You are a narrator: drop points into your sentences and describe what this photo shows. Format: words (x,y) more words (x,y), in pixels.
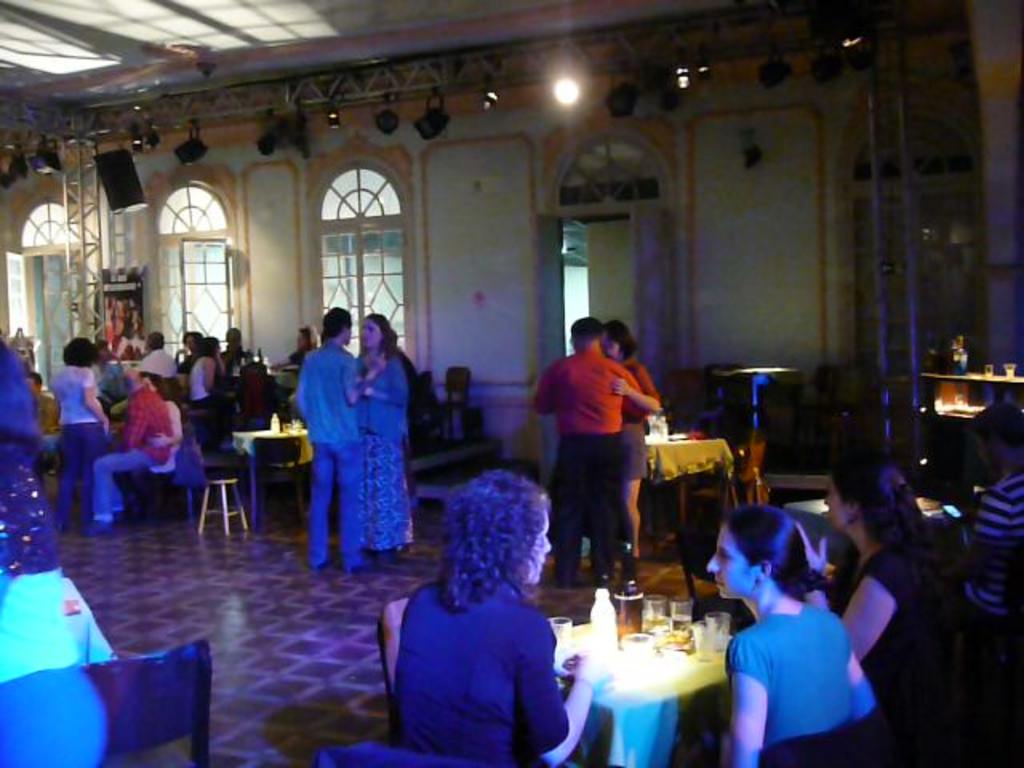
In this image, there are group of people (325,404) inside the building (407,150). There are three persons (766,517) at the bottom of the image (585,695) wearing clothes (557,728) and sitting in front of the table (645,694) contains glasses (662,628) and bottles (591,612). There is light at the top of the image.
